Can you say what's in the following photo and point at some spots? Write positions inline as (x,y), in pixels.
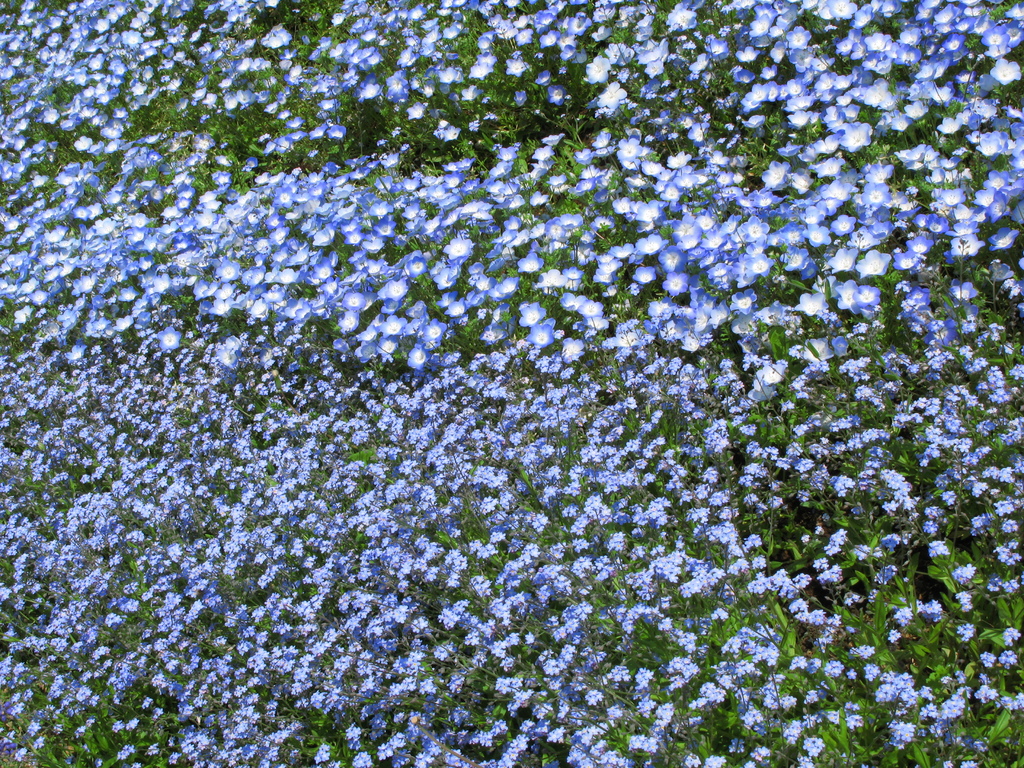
In this image we can see few plants (510,240) with flowers (449,284).
